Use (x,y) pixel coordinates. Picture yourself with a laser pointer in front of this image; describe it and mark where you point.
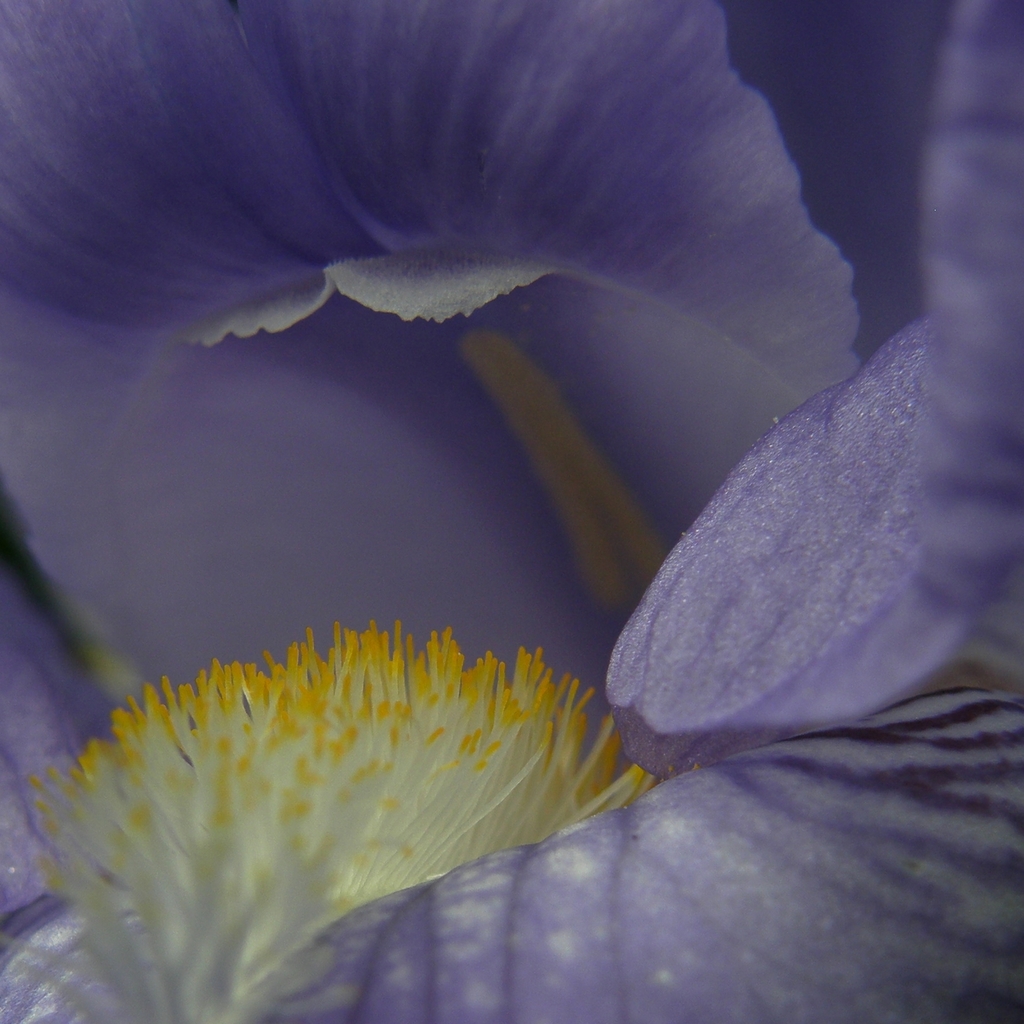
In this picture we can see flower (645,633) and petals (357,111). In the background of the image (853,137) it is purple.
